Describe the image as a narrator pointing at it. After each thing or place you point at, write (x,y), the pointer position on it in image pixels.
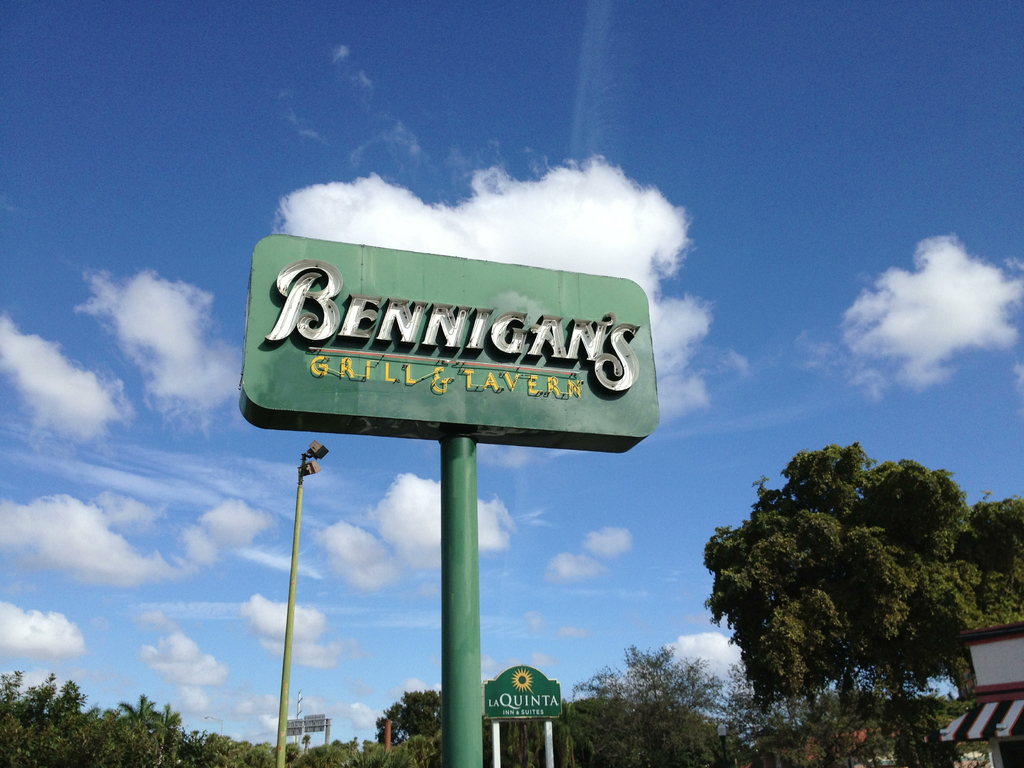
In this image I can see the board (403,391) attached to the pole (469,444) and the board (410,417) is in green color, background (369,661) I can see the light pole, trees (56,707) in green color and the sky (710,272) is in white and blue color.
